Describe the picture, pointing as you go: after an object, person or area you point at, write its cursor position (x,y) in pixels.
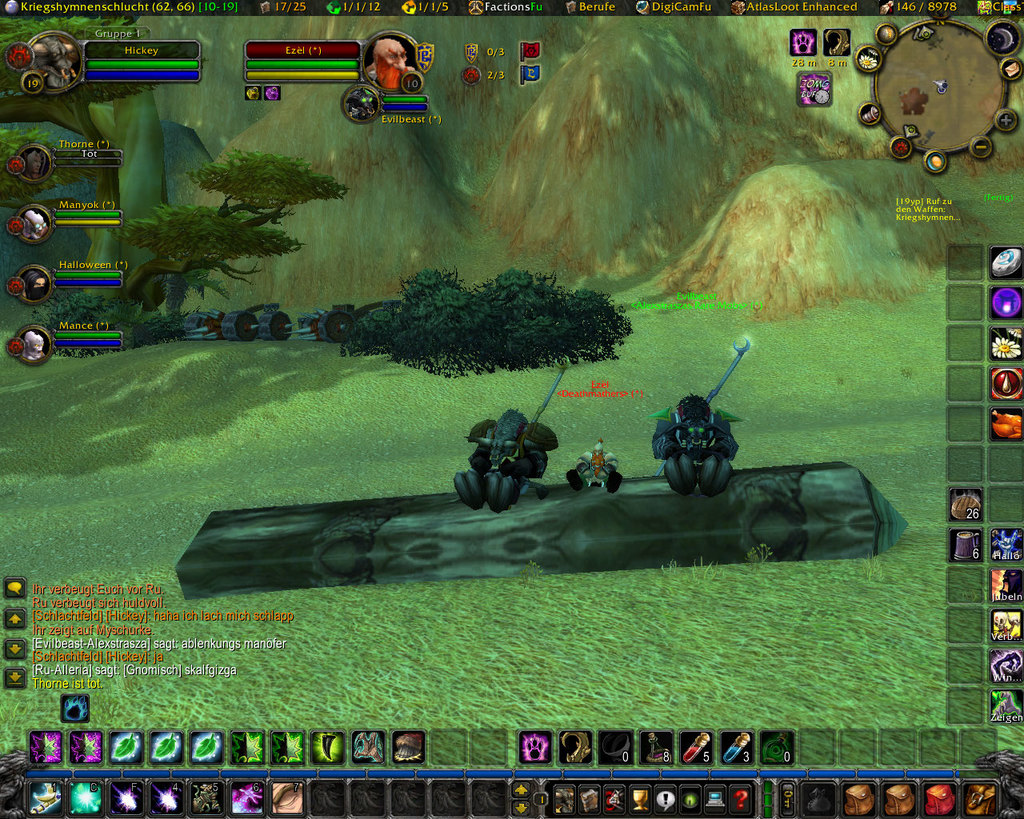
This is an animated image. There are many icons (1000,539). Also there are trees (149,123) and hills (507,176). And there is text (86,633) on the image.
